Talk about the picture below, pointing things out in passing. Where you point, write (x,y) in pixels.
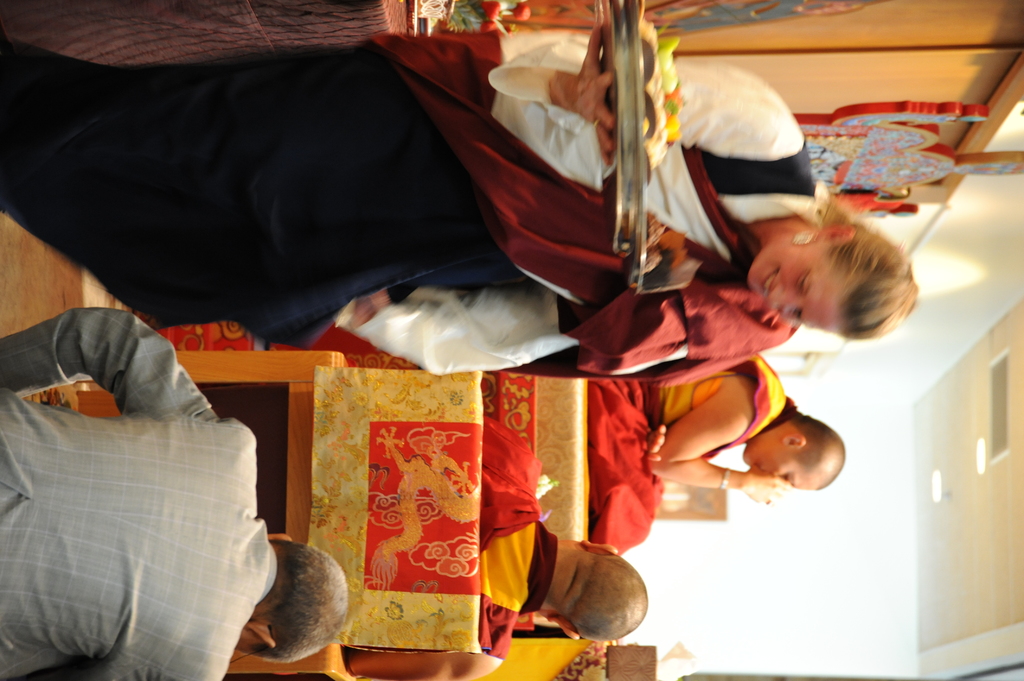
It is the inverted image in which there is a woman (283,223) standing on the floor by holding the plate (638,106). In the background (564,419) there is a table (573,438) on which there is a man (696,455) who is sitting and keeping his hand (764,494) on his face (764,459). Beside the table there is a chair (405,559) on which there is a person (510,560). At the top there is ceiling (957,473) with the lights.
